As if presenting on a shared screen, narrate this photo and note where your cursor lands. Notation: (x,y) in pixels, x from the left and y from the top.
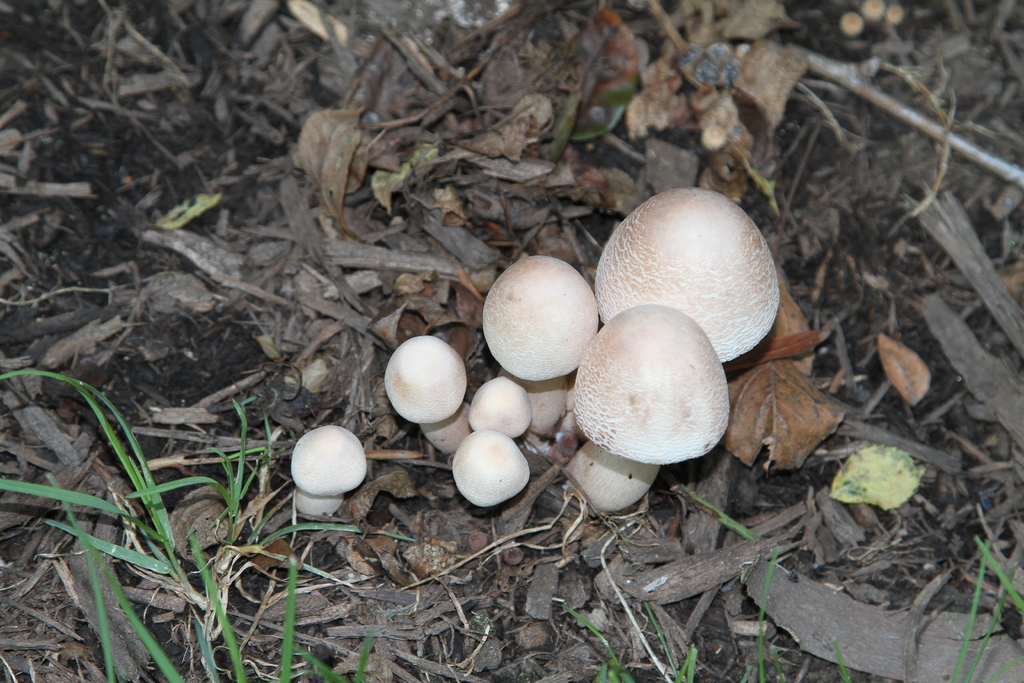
In this image we can see mushrooms (536,317), dried leaves (549,226), and grass (385,531).
